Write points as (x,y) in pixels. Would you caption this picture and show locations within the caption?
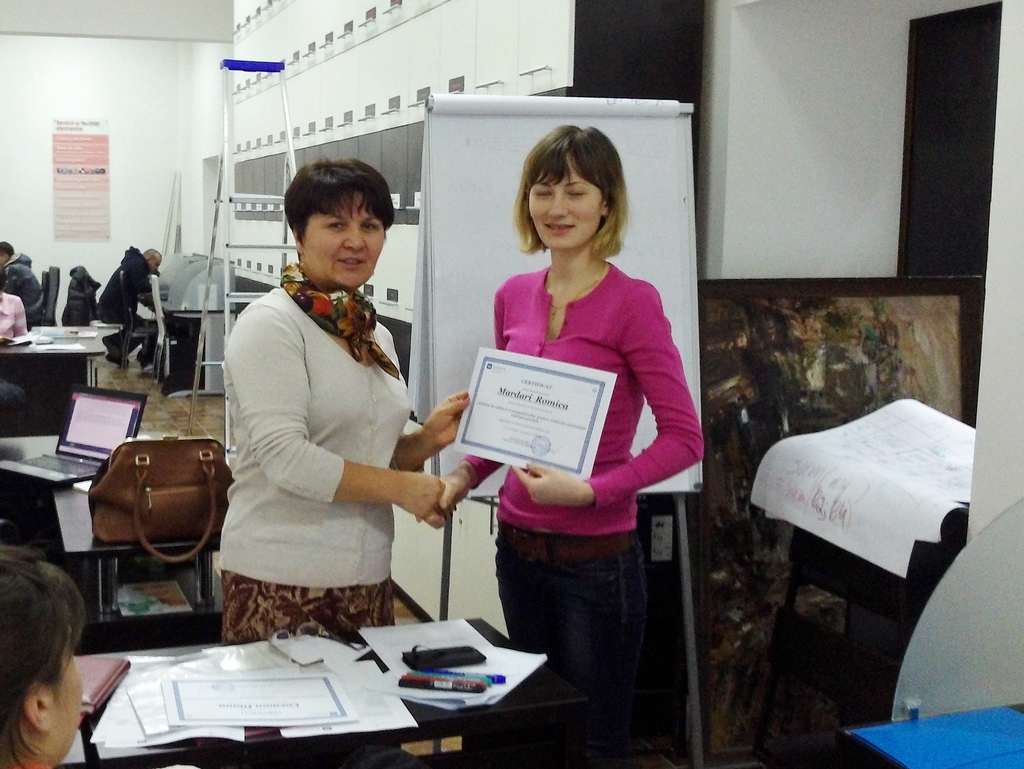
We can see a poster (81,154) over a wall (130,214). Here it is a ladder (220,193). We can see this woman (383,434) is presenting a certificate (532,405) to the other woman (609,368). On the table (506,710) we can see chart papers (376,705), certificates (231,694), pens (480,686), diary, laptop (81,421) and also a bag (205,487). This is a floor (137,364). We can see persons (31,281) sitting on chairs (52,299) here.
